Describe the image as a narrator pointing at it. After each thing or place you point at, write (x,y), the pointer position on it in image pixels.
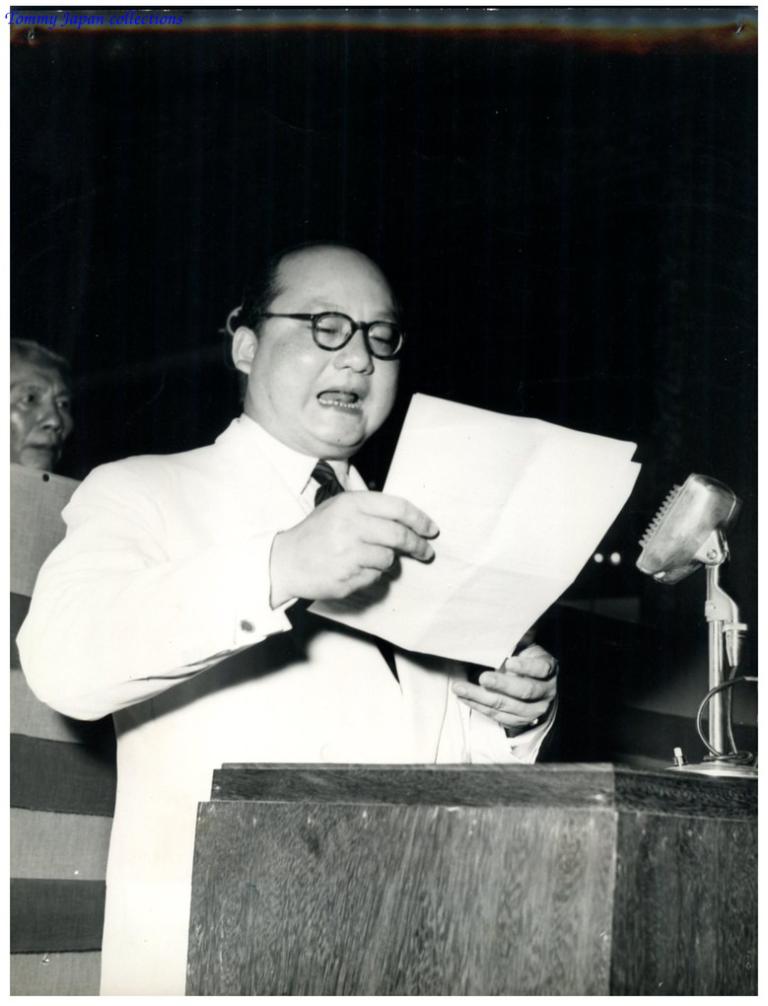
This is black and white picture where we can see a man (181,737) is standing. He is holding papers (431,598) in his hand (389,563). In front of him podium (543,908) and mic (723,546) is there. Behind the man (126,481) one more man (37,420) is there and one wooden thing (47,820) is present.
